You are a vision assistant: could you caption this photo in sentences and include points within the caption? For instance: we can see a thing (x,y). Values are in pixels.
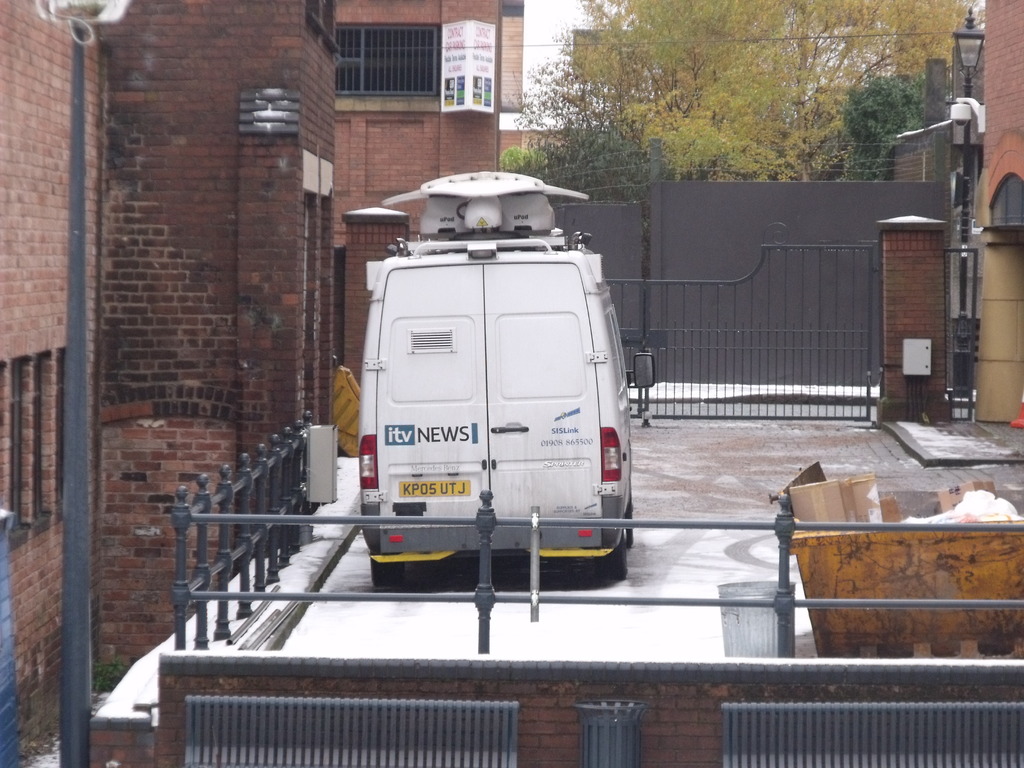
In the center of the image (590,367) we can see a vehicle (515,552). At the bottom (536,707) there is a wall (623,692). In the background (246,223) there are buildings (421,155), poles (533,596), gates (742,279), trees (739,106), wires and sky (540,30). On the right (956,642) there is a bin (907,594).
